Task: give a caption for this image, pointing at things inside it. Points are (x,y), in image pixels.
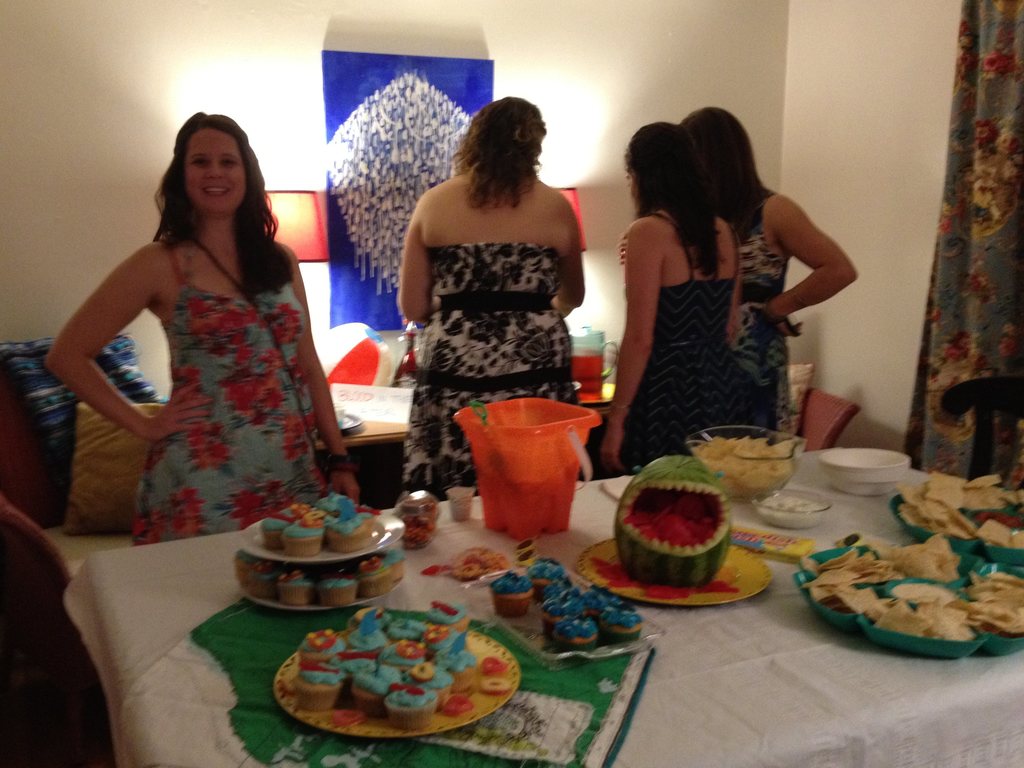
In this picture we can see four women's (748,333) are standing three of them are towards back side and one woman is toward the camera in front of the women (212,502) there is a table (632,675) which is covered with white cloth (800,707) on the table (753,697) there are some eatable things (434,667) and back side we can see the lamp (308,218).
